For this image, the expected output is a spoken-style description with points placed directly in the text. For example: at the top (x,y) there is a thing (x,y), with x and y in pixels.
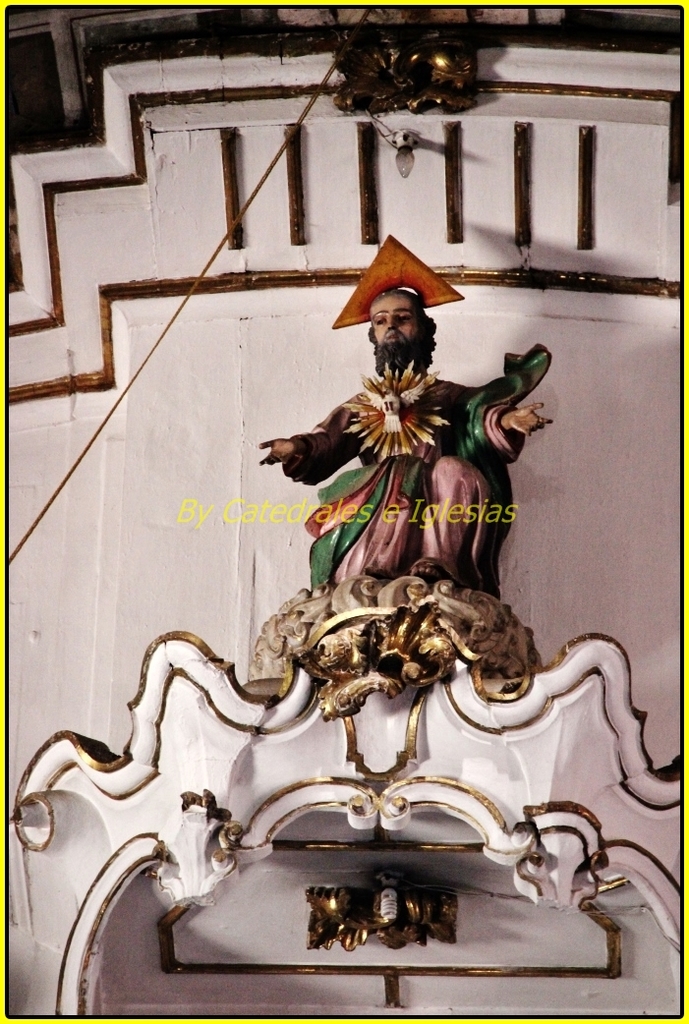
In the foreground of this image (383,617), there is a sculpture (381,615) and a wall (169,552) and it seems like a cable (56,492) on the left (139,373) and top. At the top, there is a bulb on the wall (231,284).
